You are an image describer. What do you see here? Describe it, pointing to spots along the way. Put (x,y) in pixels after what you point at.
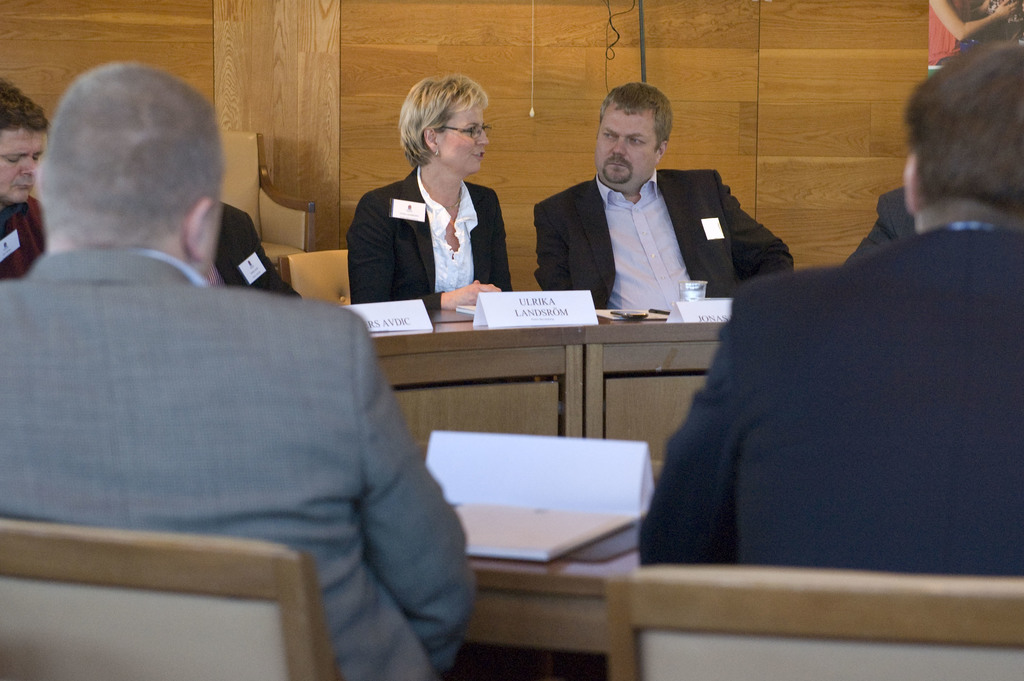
In this image I can see few people (315,473) are sitting on the chairs (196,600) around the table (545,393). All are wearing suits (425,486). In the background (396,245) I can see a woman (434,214) is speaking to a man (624,228) who is sitting beside her. On the table (596,318) I can see name boards (557,309) and glasses (688,296). On the top of the image (498,68) I can see a wall (763,20) to which a poster (966,14) is attached.
